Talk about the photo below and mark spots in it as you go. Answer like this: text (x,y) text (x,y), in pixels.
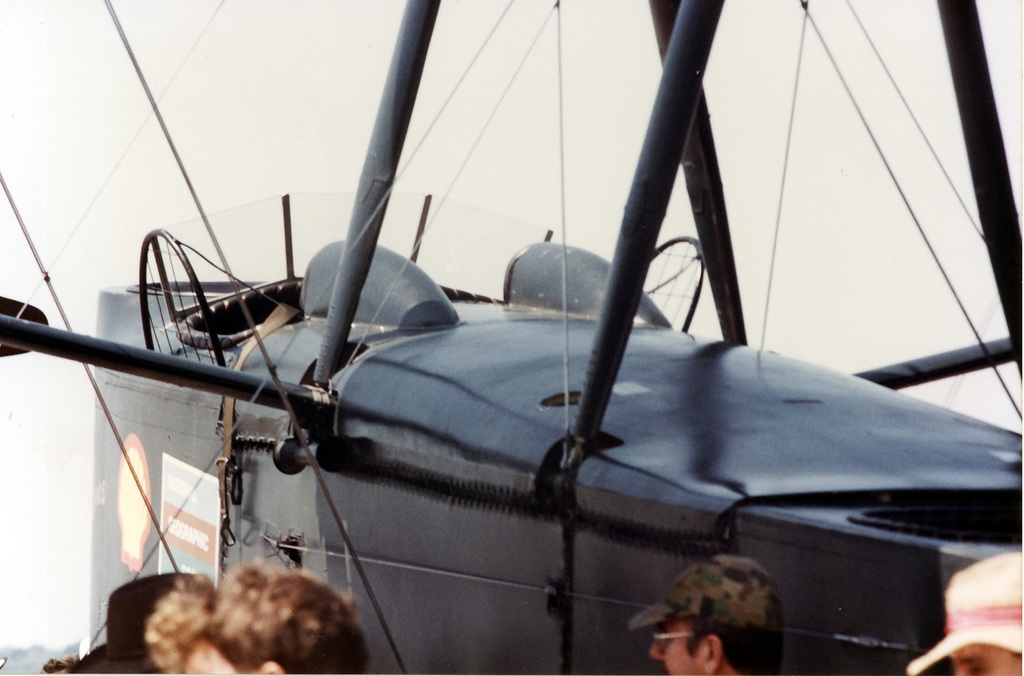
In this image I can see a group of people (680,592), vehicle like object (412,348), metal rods (232,378), trees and the sky (17,579). This image is taken may be during a day.
